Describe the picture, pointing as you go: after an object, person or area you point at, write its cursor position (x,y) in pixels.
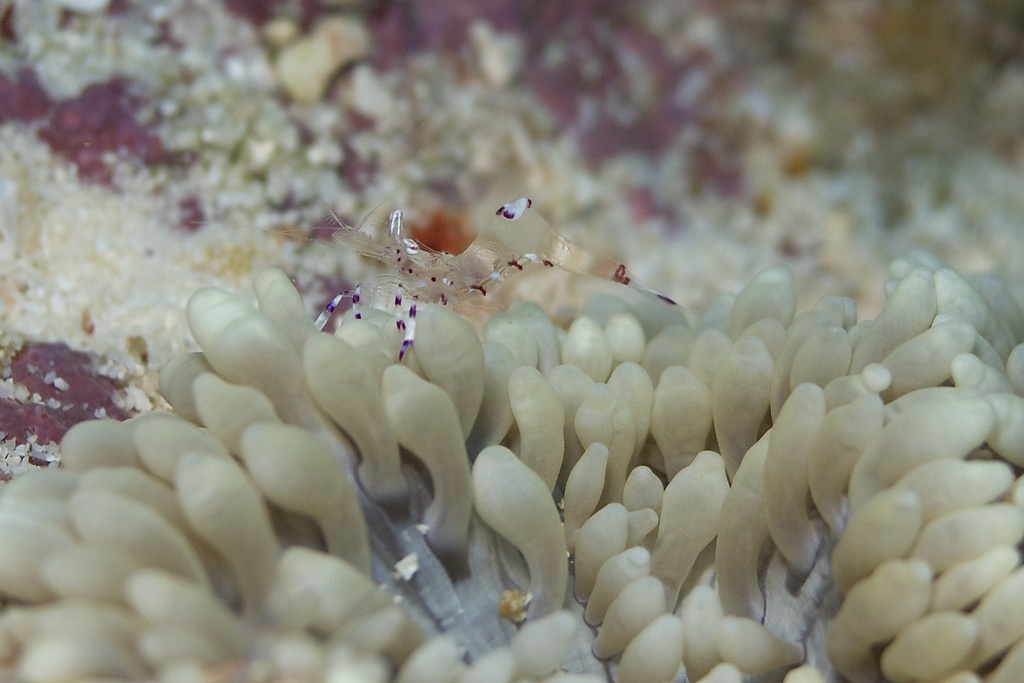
In this image, we can see a shrimp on the sea anemone (434,682) which is in white color.
